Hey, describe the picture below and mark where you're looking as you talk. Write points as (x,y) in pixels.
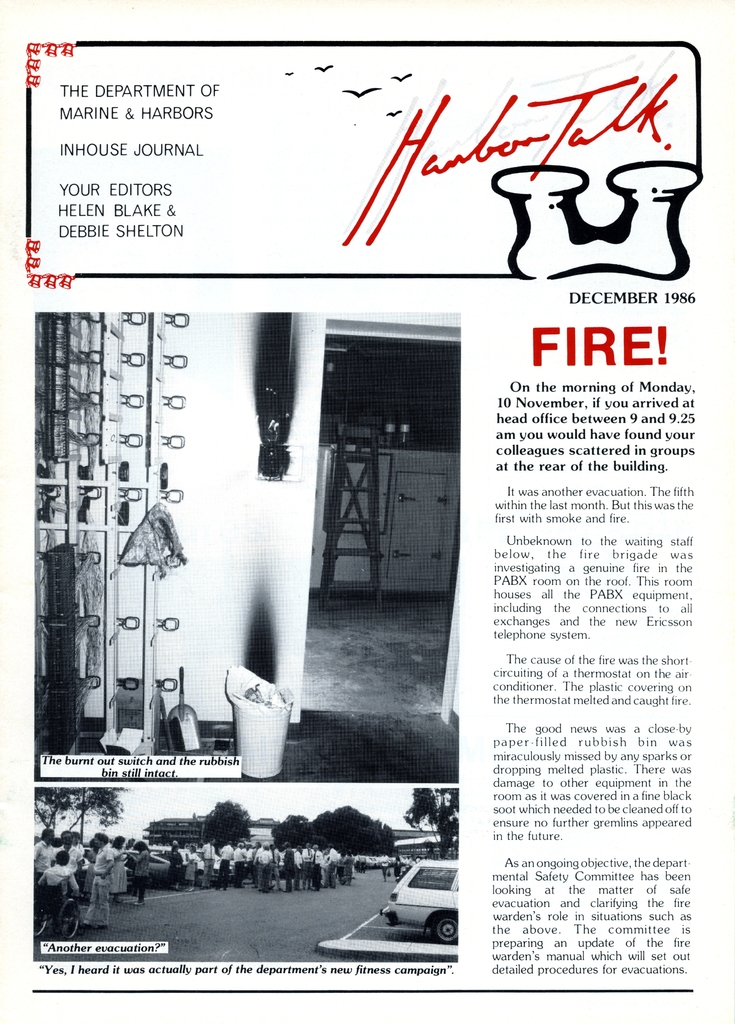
In this picture we can see some images (345,560) and text (562,933) on the paper (255,317).
